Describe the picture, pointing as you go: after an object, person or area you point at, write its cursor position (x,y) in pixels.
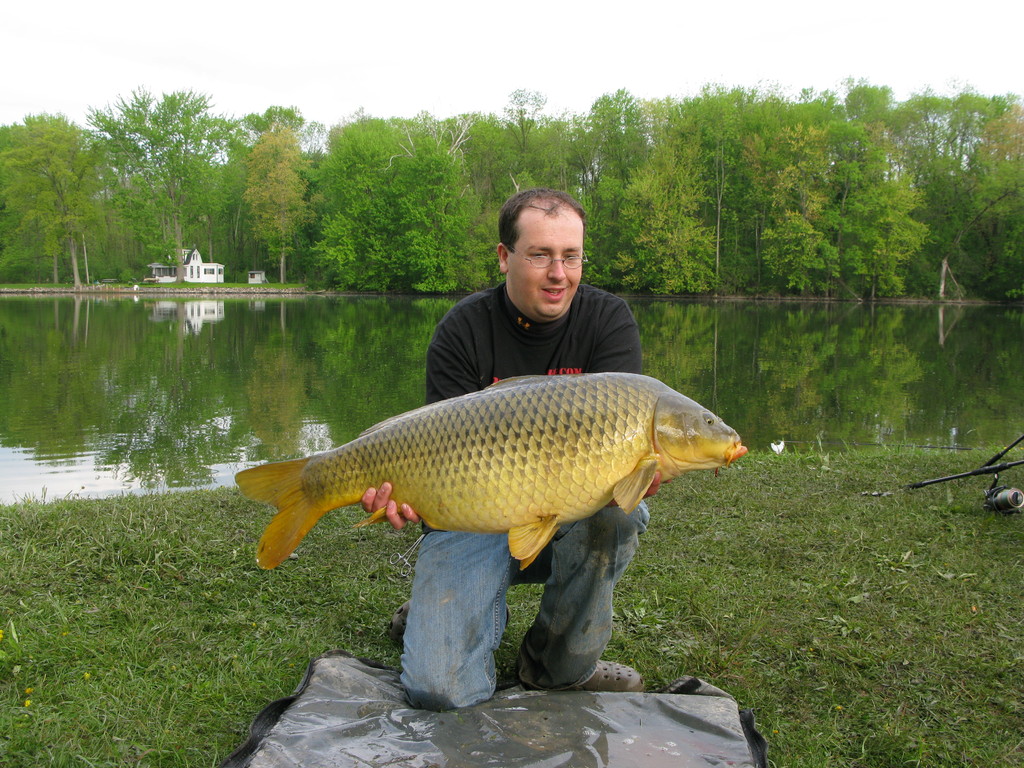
In the center of the image (534,344) we can see a man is sitting on his knees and holding a fish (613,490). In the background of the image (32,486) we can see the trees (985,109), water (964,426), house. At the bottom of the image (164,698) we can see the grass (852,638) and plastic cover (535,739). At the top of the image (279,20) we can see the sky (365,53).
